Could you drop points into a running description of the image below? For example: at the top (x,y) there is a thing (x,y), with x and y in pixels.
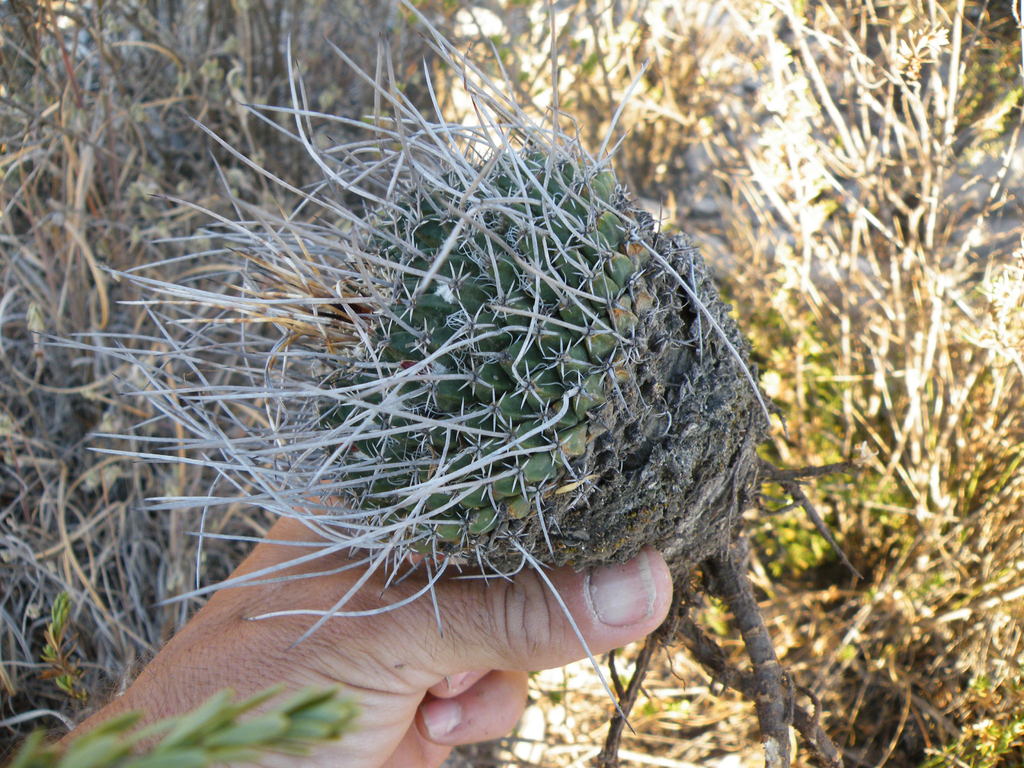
In the foreground of this image (642,400), there is a plant (588,436) holding by a person's hand (494,668). In the background (793,162), it seems like plants (797,178).
